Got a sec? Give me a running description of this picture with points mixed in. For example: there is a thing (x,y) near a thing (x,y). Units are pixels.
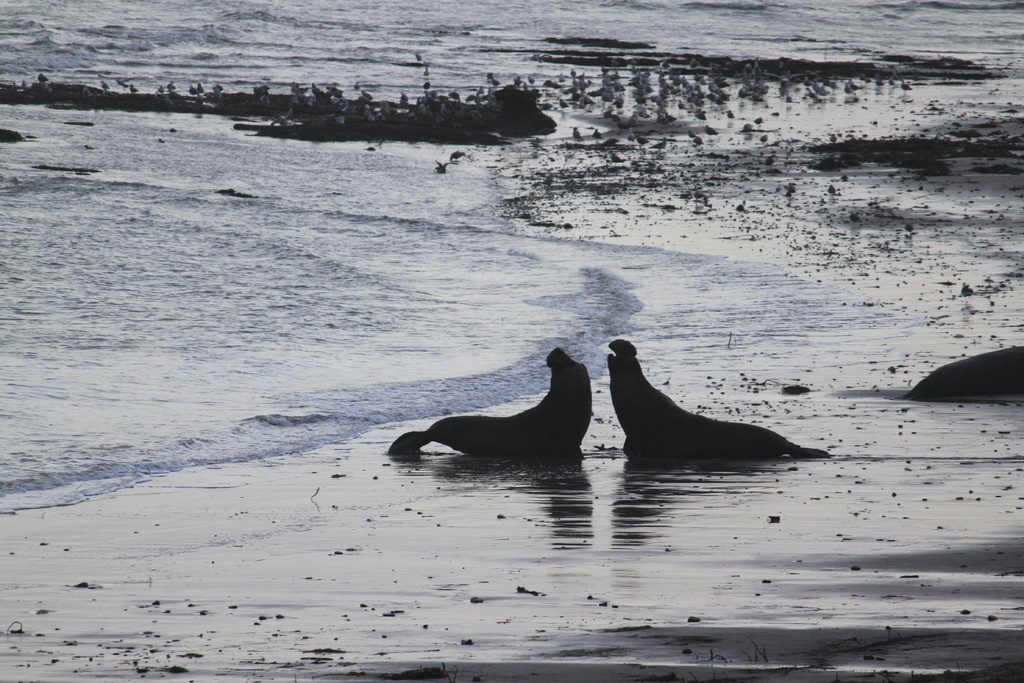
In this picture we can see animals (654,428) on sand (111,527) and in the background (107,309) we can see water (484,21).
